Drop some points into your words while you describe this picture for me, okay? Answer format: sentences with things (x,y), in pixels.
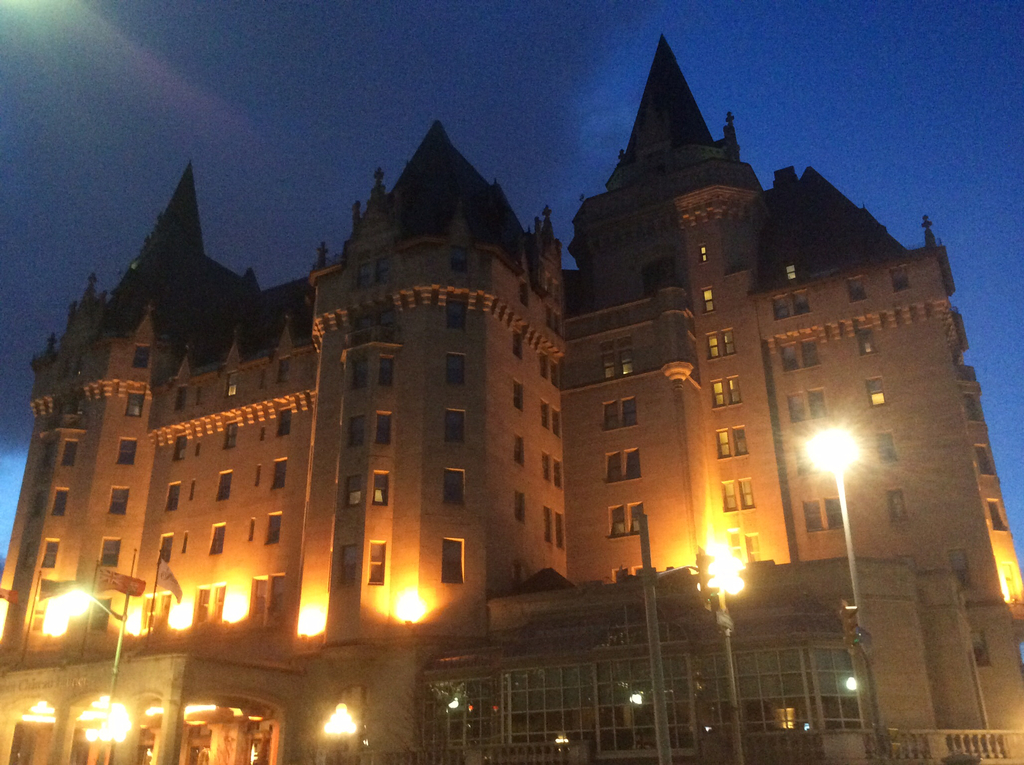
In the image there is a castle (706,512) in the back (724,493) with many windows (703,694) all over it and there are lights (831,460) in the front (826,443) and above its sky (847,51).
